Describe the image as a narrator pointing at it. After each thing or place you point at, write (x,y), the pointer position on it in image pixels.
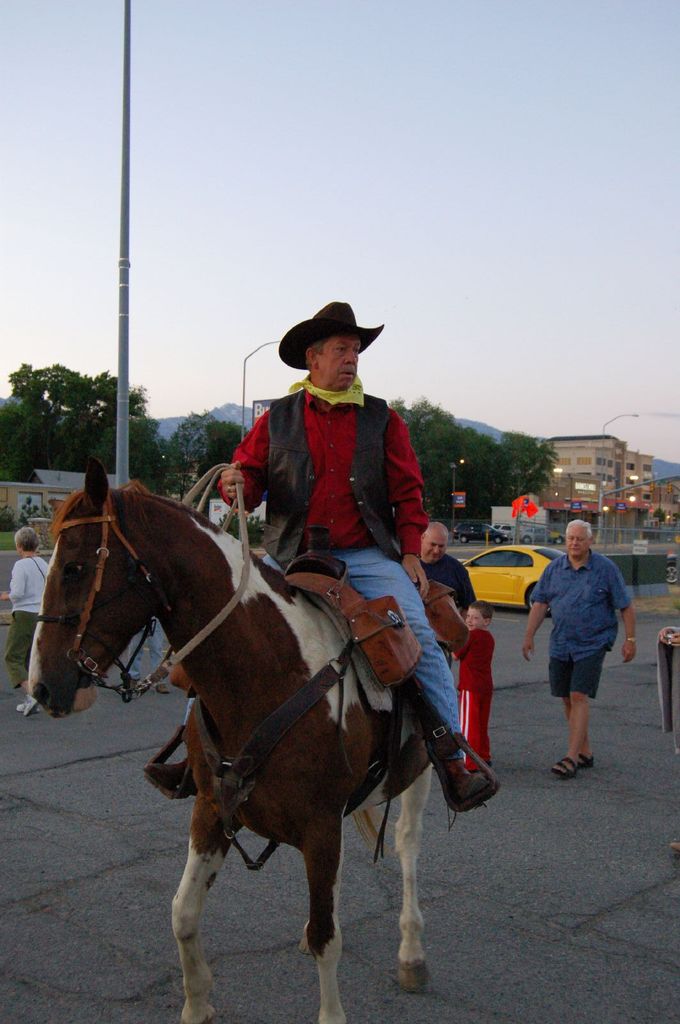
In this picture we have a person (266,414) sitting on a horse (377,653) wearing a red shirt (348,480) and a hat (313,322). There are two persons (451,582) and a boy (473,645) walking behind the horse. There is a yellow color car (513,569) parked behind them. In the background (478,509) we have a pole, Trees (115,409) and buildings (611,464) and the sky (504,101) is clear.
